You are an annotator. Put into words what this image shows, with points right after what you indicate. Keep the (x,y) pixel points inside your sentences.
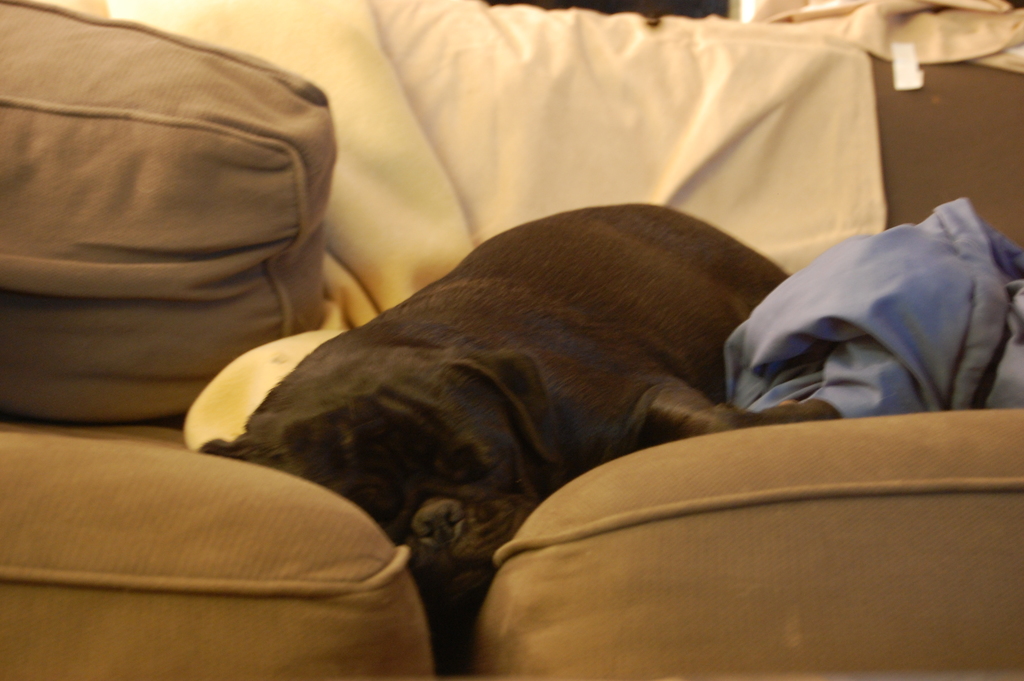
In the image I can see sofa (2,99). In the middle of the image (471,322) I can see an animal (439,343) and some objects (612,108).
